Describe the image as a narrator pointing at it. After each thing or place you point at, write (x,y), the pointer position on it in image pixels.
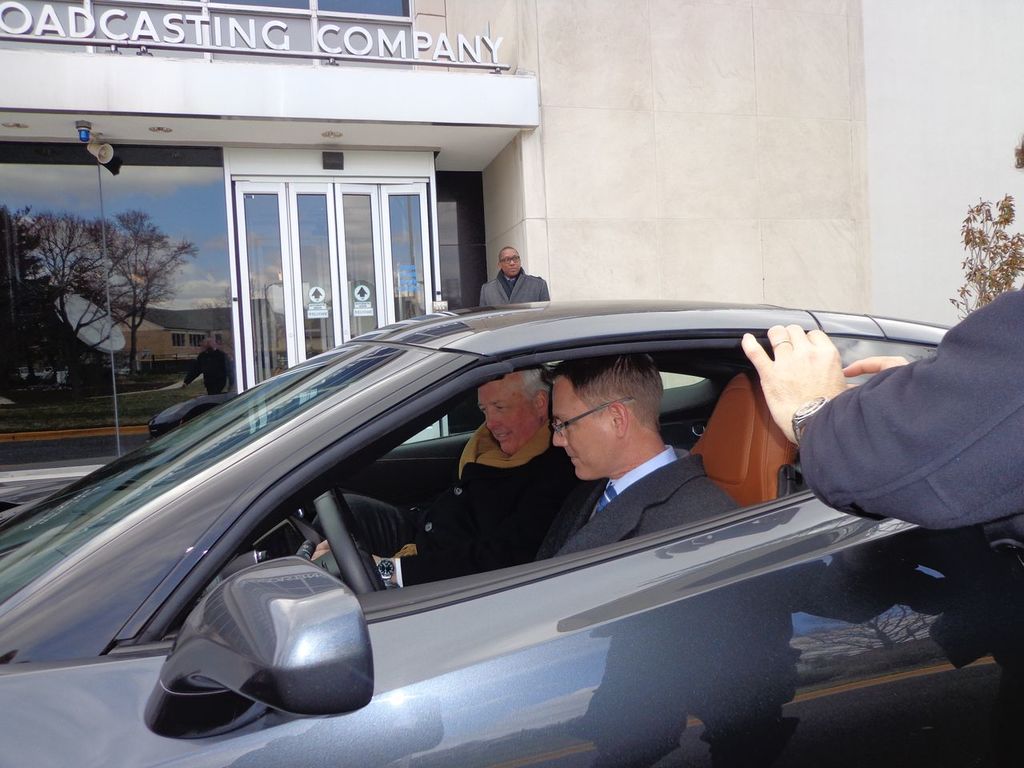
This is a car (679,648). There are two people (591,529) sitting inside the car (564,311). I can see a person (523,281) standing. this looks like a building (198,255) with glass doors (251,255). This is the name board (347,44). At the right corner of the image (817,435) I can see person hand (999,432). I can see reflection (76,300) of trees (140,303), building (154,343) on the glass (58,356). I think these are the lights (20,128) attached to the rooftop (305,135).
